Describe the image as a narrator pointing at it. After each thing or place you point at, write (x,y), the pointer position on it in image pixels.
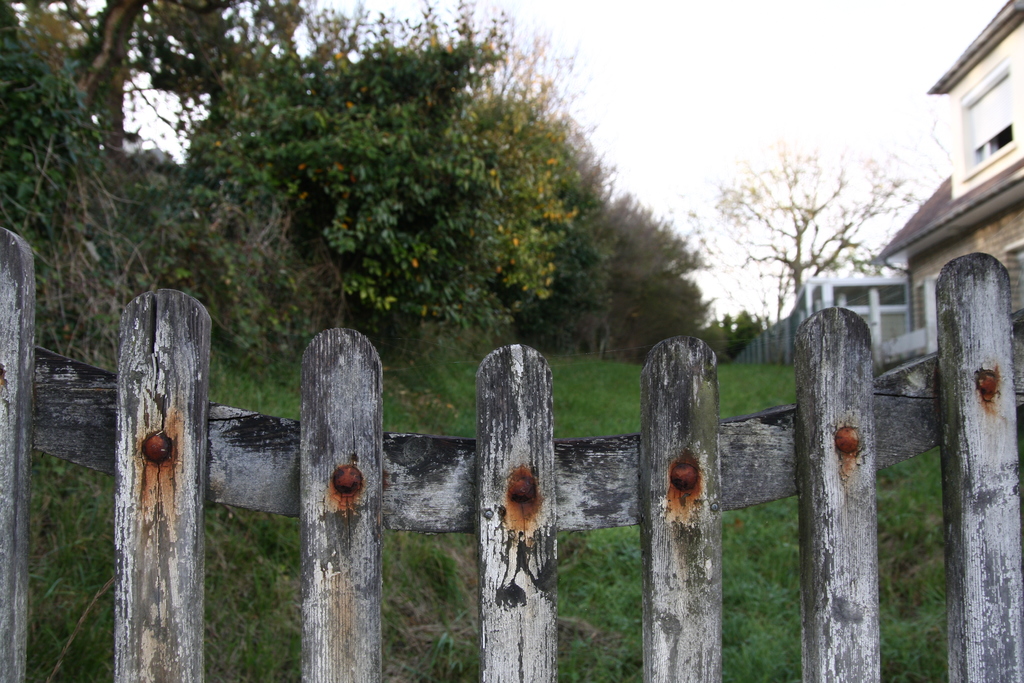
In this image we can see the wooden fence (524,527), trees (504,263), grass (605,390) and also the building (952,226). Sky (634,39) is also visible.
